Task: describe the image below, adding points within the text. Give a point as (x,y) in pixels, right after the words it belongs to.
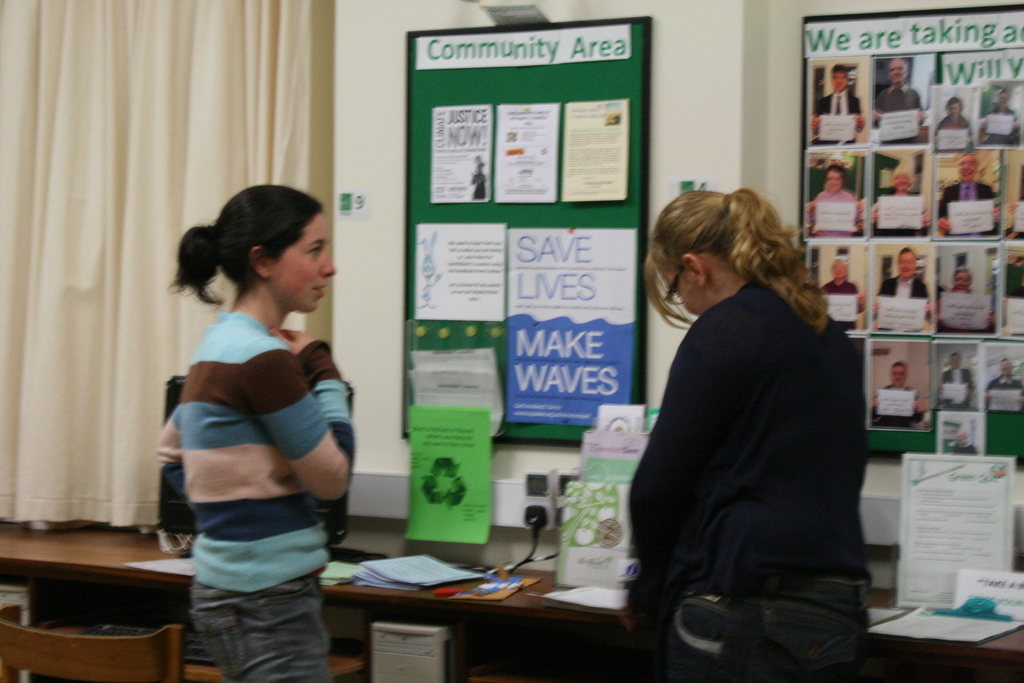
There is a room (191,352). The two persons (272,421) are standing in a room (645,311). On the right side (723,465) we have a woman (732,411). She is wearing a black color shirt (771,357). She is wearing a spectacle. There is a table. There is a book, paper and pen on a table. We can see in background (397,443) curtain (140,57), name board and wall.
